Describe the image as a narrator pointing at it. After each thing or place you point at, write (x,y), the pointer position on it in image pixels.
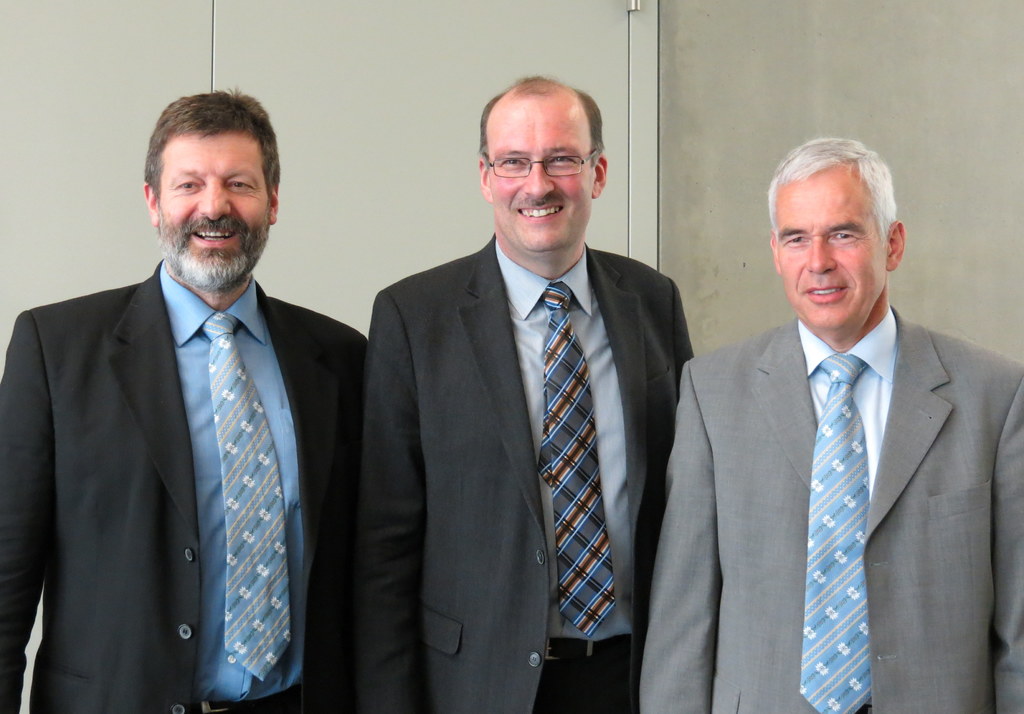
In this image, we can see people (457,483) standing, smiling and wearing coats (292,407) and ties (550,435) and one of them is wearing glasses (523,164). In the background (499,61), there is a wall (605,91).
